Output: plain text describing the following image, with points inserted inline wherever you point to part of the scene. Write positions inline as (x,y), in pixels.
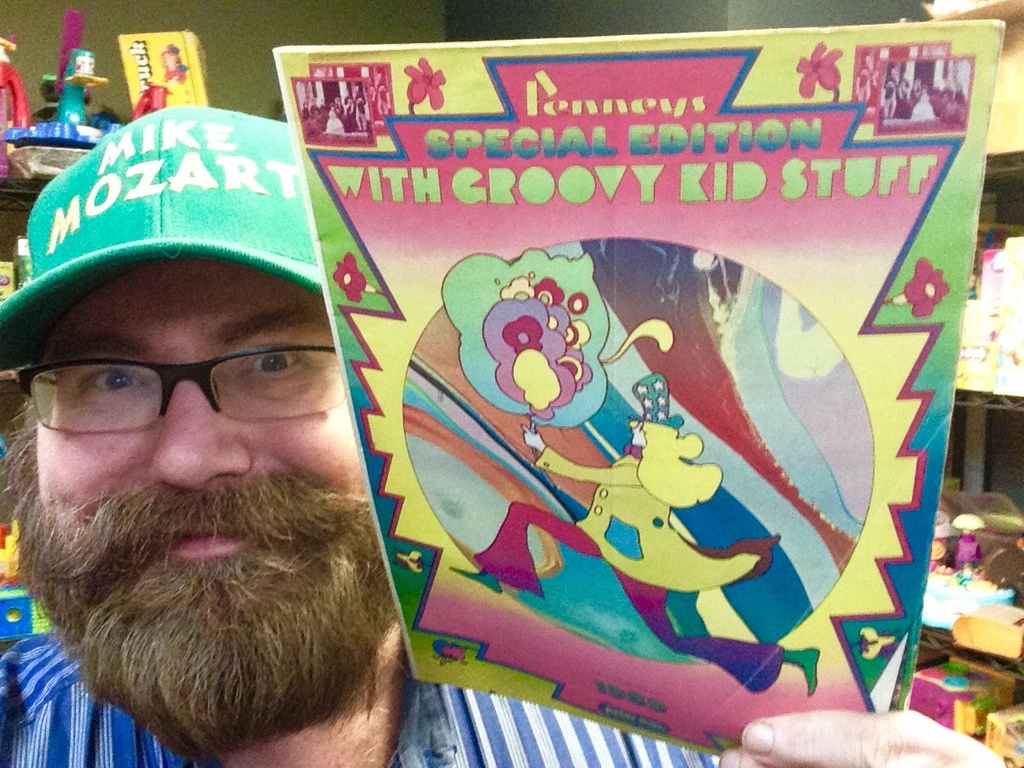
In this picture there is a man (210,567) holding a book (676,155) in his hand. He is wearing spectacles (274,385) and green color cap (237,179) on his head (265,289) and smiling. In the background (237,25) there is a wall (229,39).
